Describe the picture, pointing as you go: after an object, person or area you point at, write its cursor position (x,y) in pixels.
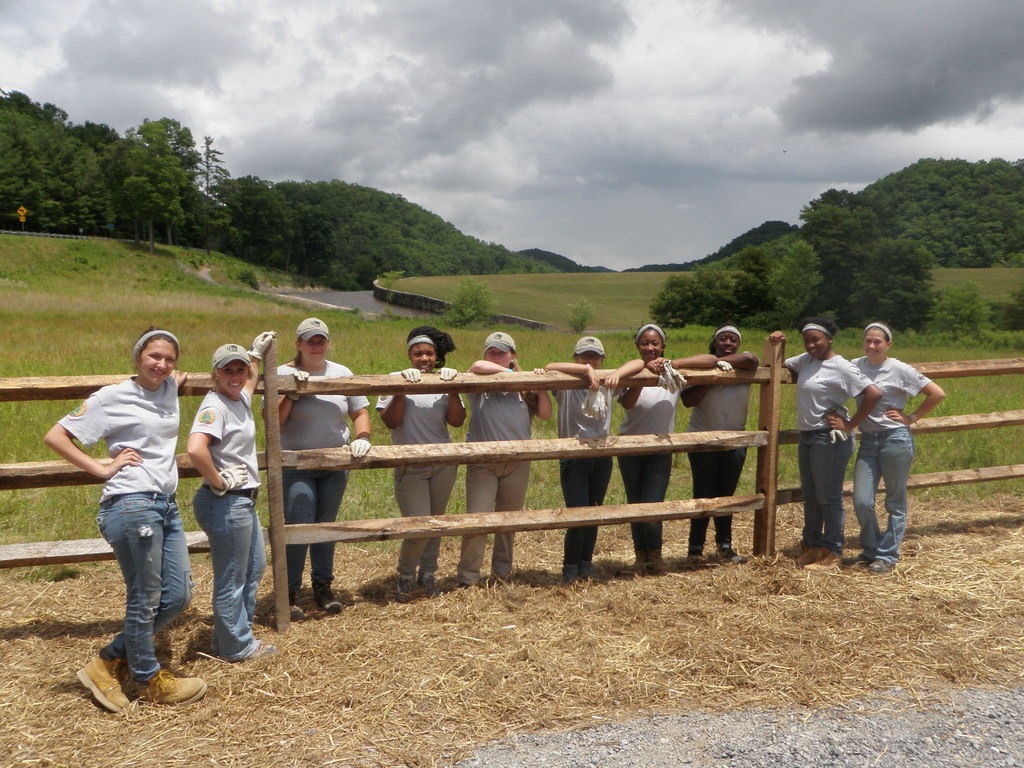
In this image there are people (618,392), railings (386,392), grass (367,319), road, trees (246,220), plants (575,314), boards (25,216) and cloudy sky (651,206).
